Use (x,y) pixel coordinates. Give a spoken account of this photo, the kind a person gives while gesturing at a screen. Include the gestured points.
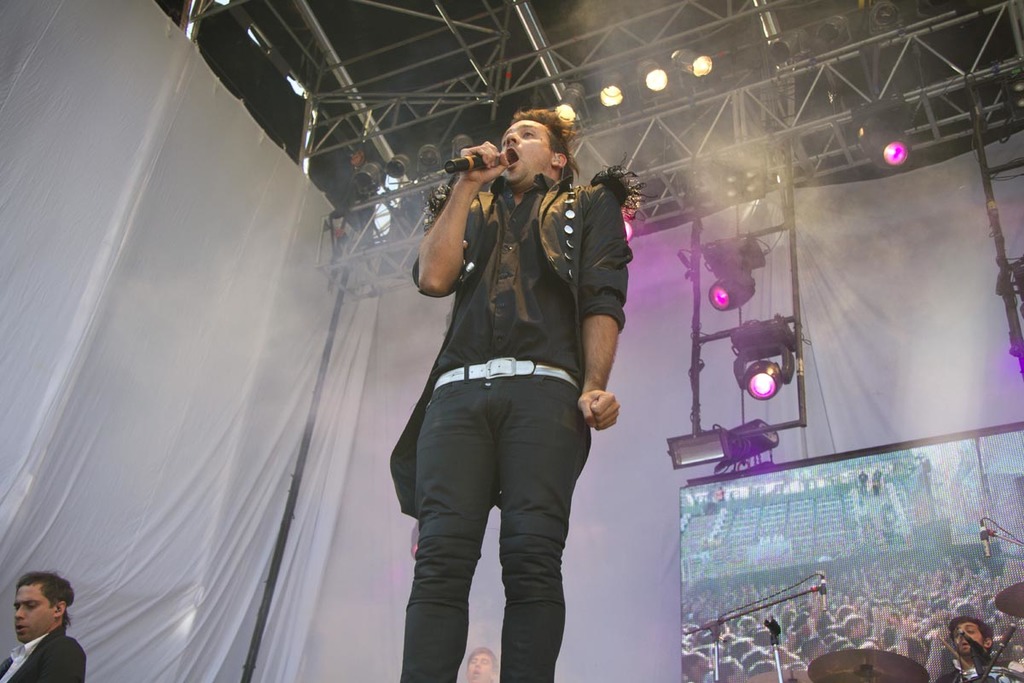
In this image I can see a man (460,368) is standing and singing in the microphone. He wore black color coat (588,267), trouser (508,520). On the right side (904,157) there are focus lights (780,332).
